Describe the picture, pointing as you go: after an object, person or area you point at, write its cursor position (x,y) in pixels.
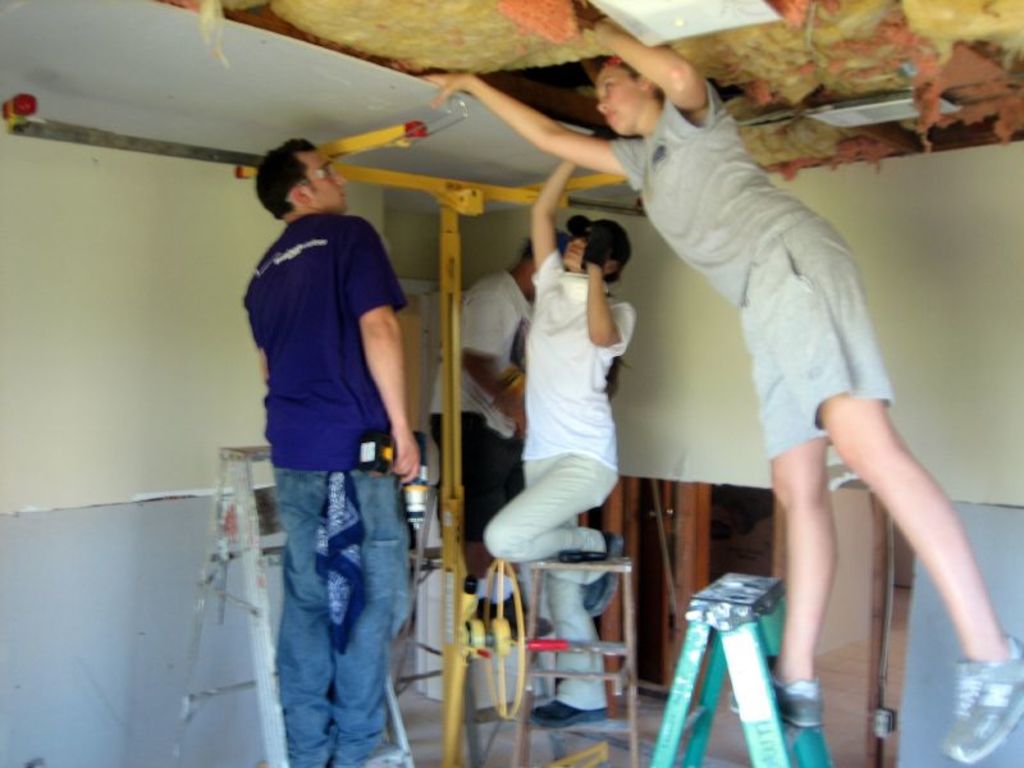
This is an inside view of a room (465,144). Here I can see four people (601,421) are standing on the ladders (614,641). two are women (607,312) and two are men (372,333). In the background (190,336) I can see the walls (226,284).
